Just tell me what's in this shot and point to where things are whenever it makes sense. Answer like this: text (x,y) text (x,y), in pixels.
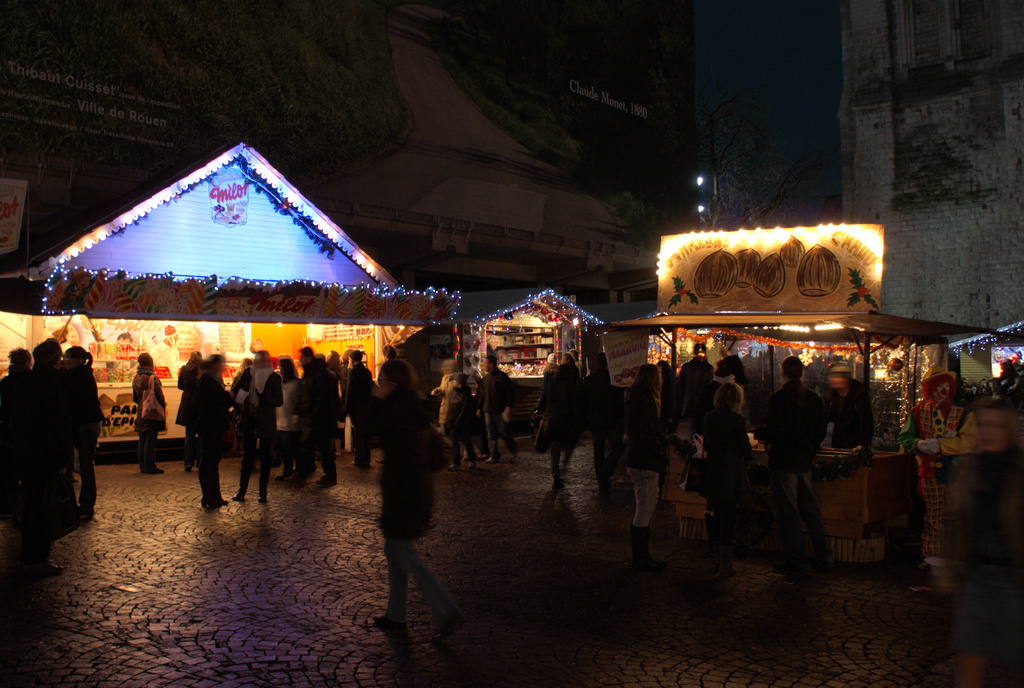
In this image I see number of people (43,384) and I see number of shops (646,338) and I see the lights (566,299). In the background (722,170) I see the trees (706,179) over here and I see the lights (691,236) over here too and it is a bit dark and I see the ground (147,684).
